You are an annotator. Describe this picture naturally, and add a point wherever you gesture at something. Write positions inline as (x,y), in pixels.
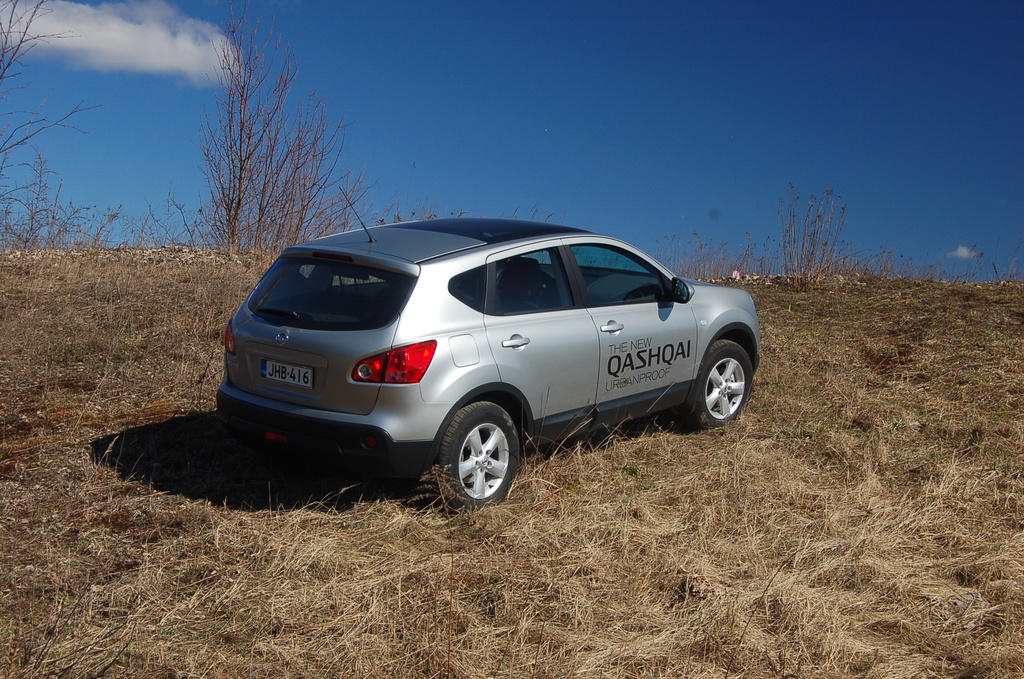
In this image we can see a car (460,394) on the grass (165,373) on the ground (165,373) and there are bare plants (309,225). In the background (466,127) we can see clouds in the sky (826,42).
